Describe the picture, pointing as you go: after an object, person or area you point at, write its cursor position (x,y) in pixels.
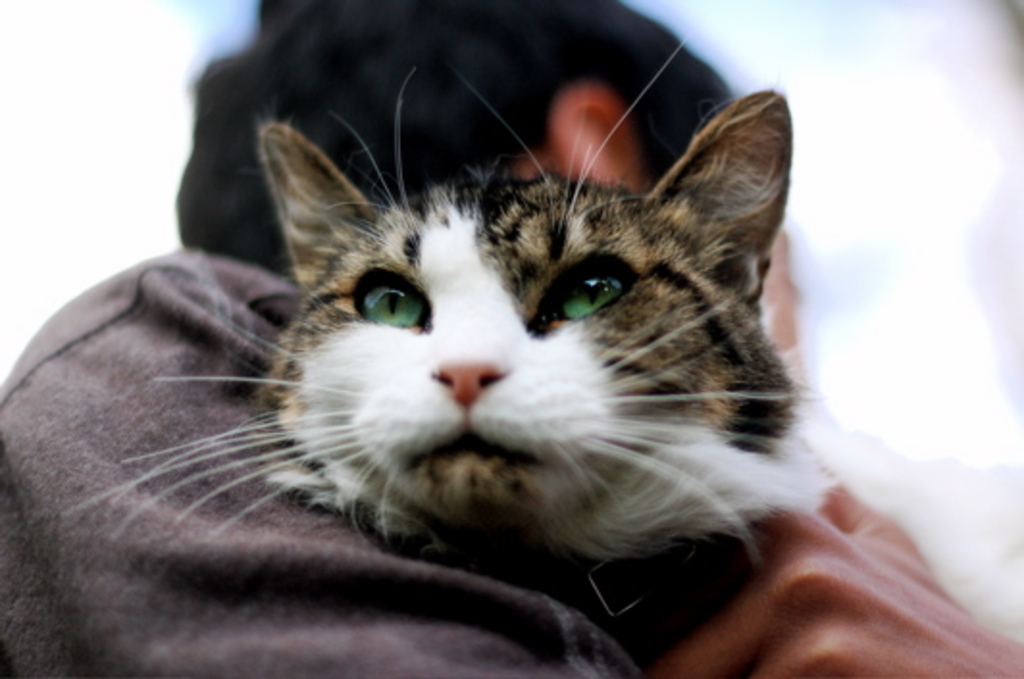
In this image we can see there is a person (489,128) holding a cat (557,313). And at the back (846,61) there is a white background (195,58).
